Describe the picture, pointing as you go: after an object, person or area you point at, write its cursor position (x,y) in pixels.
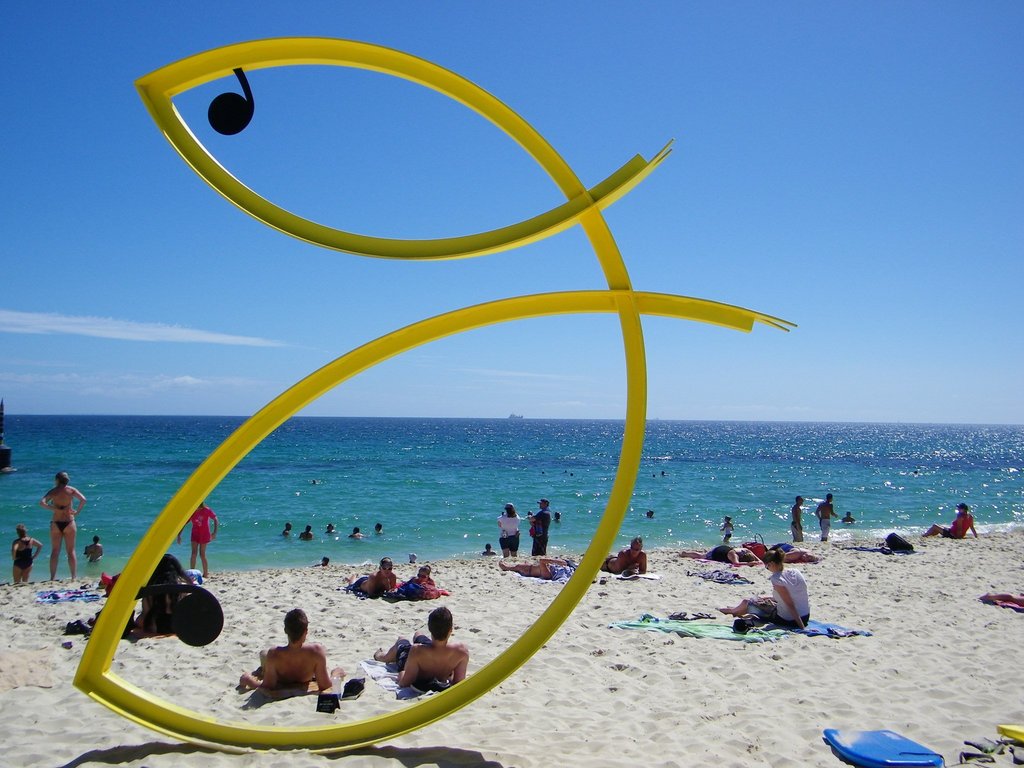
In the image we can see there is a fish shape statue (409,334) kept on the ground (551,712) and the ground (592,642) is covered with sand (714,699). There are other people (965,529) lying on the ground (848,589) near the sea shore (848,589) and there are other people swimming in the sea (568,516).
